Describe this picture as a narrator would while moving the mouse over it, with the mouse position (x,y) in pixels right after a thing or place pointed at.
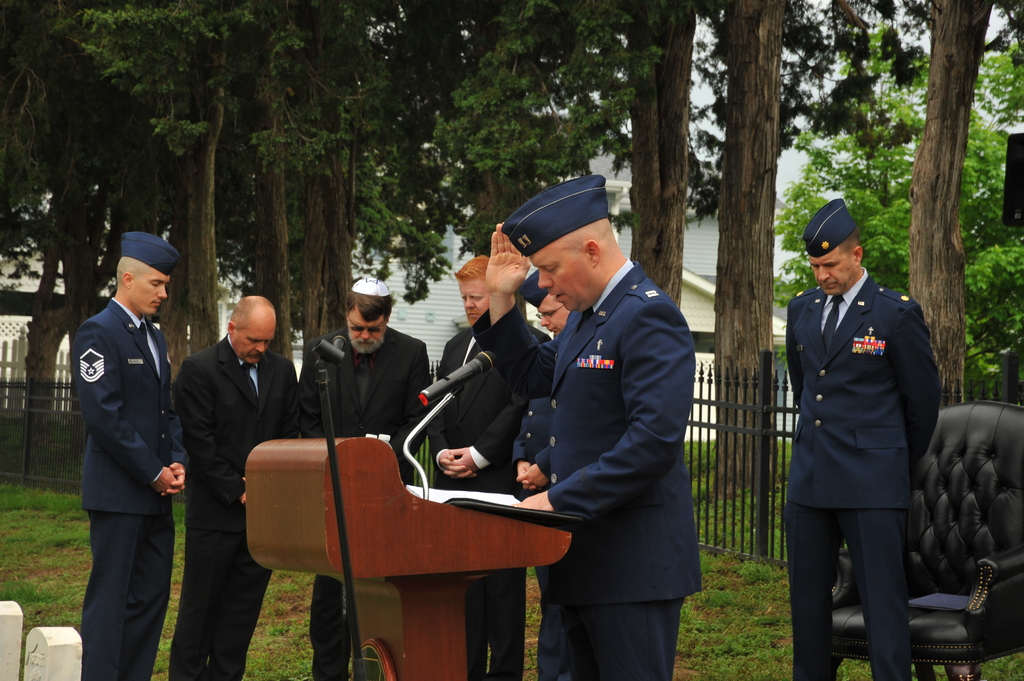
This image is clicked in a garden (775,642). There are many people (540,653) in this image. In the front (427,558), there is podium (402,550) on which a mic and book (472,495) is kept. In front, of podium (475,515) there is a man (556,444) standing, wearing blue suit (588,387) and blue cap (542,233). In the background (707,365), there are trees (587,150), building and walls (69,359). At the bottom (2,585), there is green grass (28,591).
